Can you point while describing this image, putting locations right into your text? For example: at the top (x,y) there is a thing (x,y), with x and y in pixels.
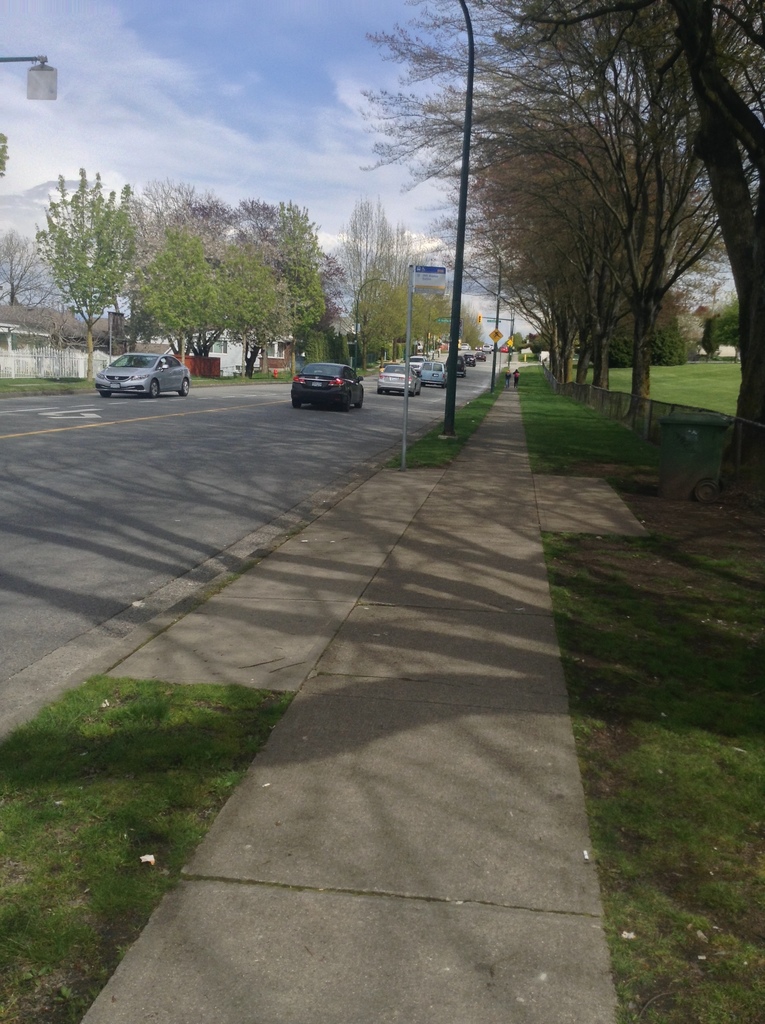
In this image we can see vehicles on the road (209,484), trees (676,229), poles (408,360), grass (708,630), board (442,291) with some text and we can also see the sky (241,149).
